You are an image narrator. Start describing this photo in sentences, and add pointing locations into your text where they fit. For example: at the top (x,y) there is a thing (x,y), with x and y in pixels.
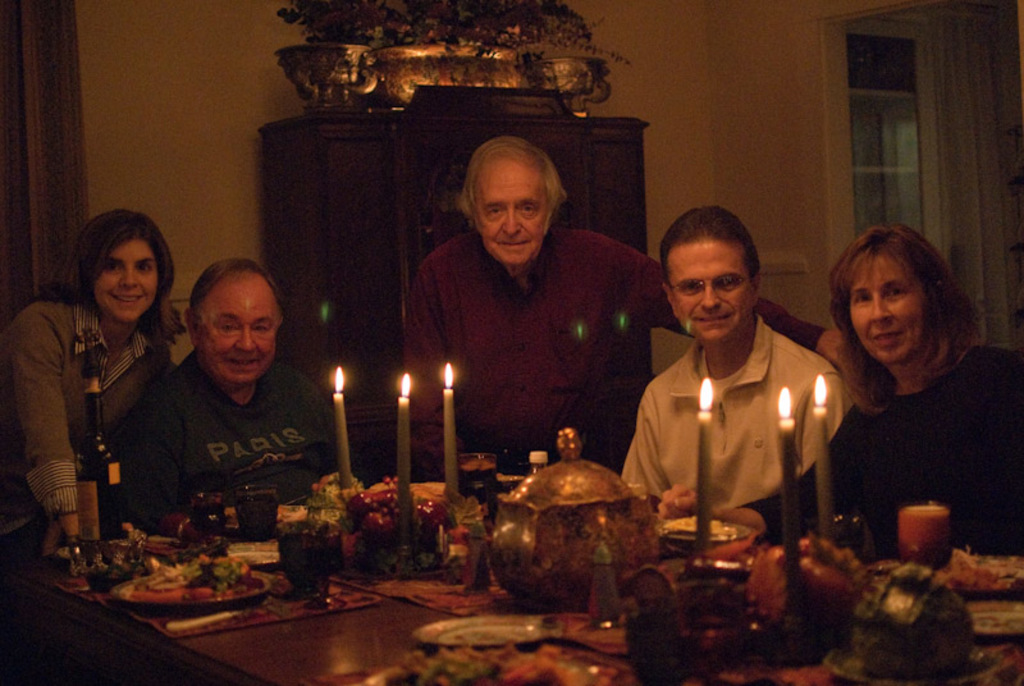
In this image we can see three men (447,350) and two women (960,390). In front of them table (303,666) is there. On table (345,623) plates (211,597), candles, container (542,515), glasses (262,532) and food items (821,588) are present. Behind them one cupboard (345,162) is there. On cupboard (613,137) some showpiece (419,53) is present. Right side of the image (856,118) one door (853,122) is there.
